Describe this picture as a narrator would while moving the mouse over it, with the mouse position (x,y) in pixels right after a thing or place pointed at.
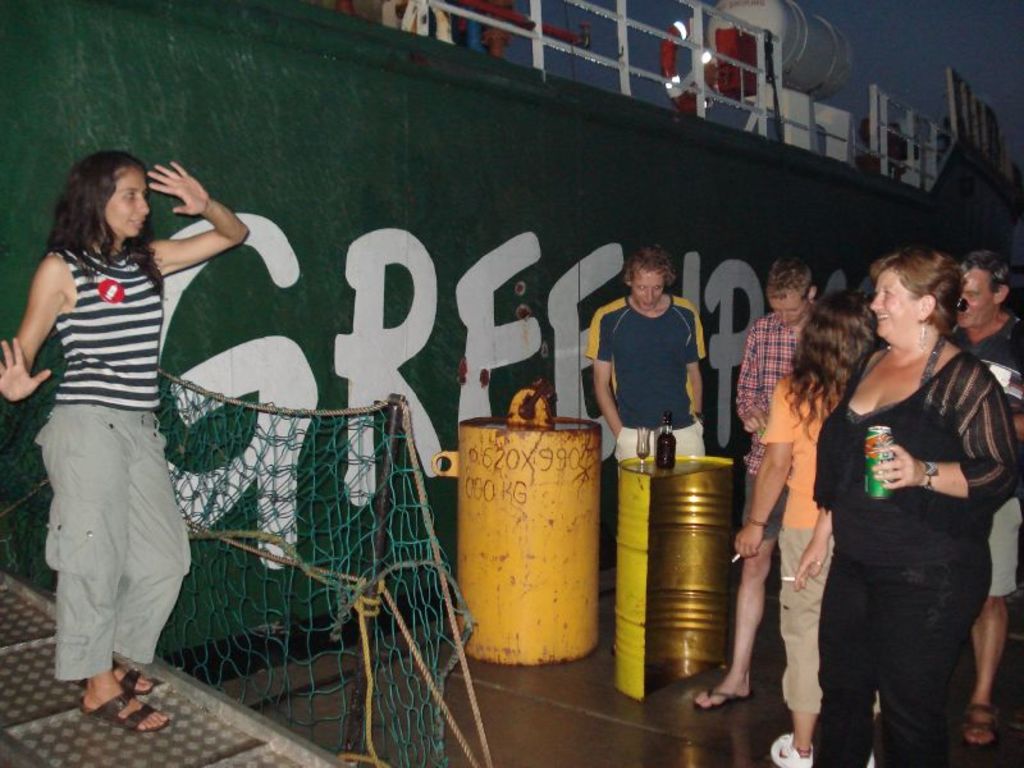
In this image I can see few people (73,327) are standing and one person (894,475) is holding something. Back I can see few drums (498,513) and I can see bottle (665,427) and a glass (644,440) on the drum (623,521). Back I can see the green wall (575,100), fencing (702,64) and few objects (729,81).
